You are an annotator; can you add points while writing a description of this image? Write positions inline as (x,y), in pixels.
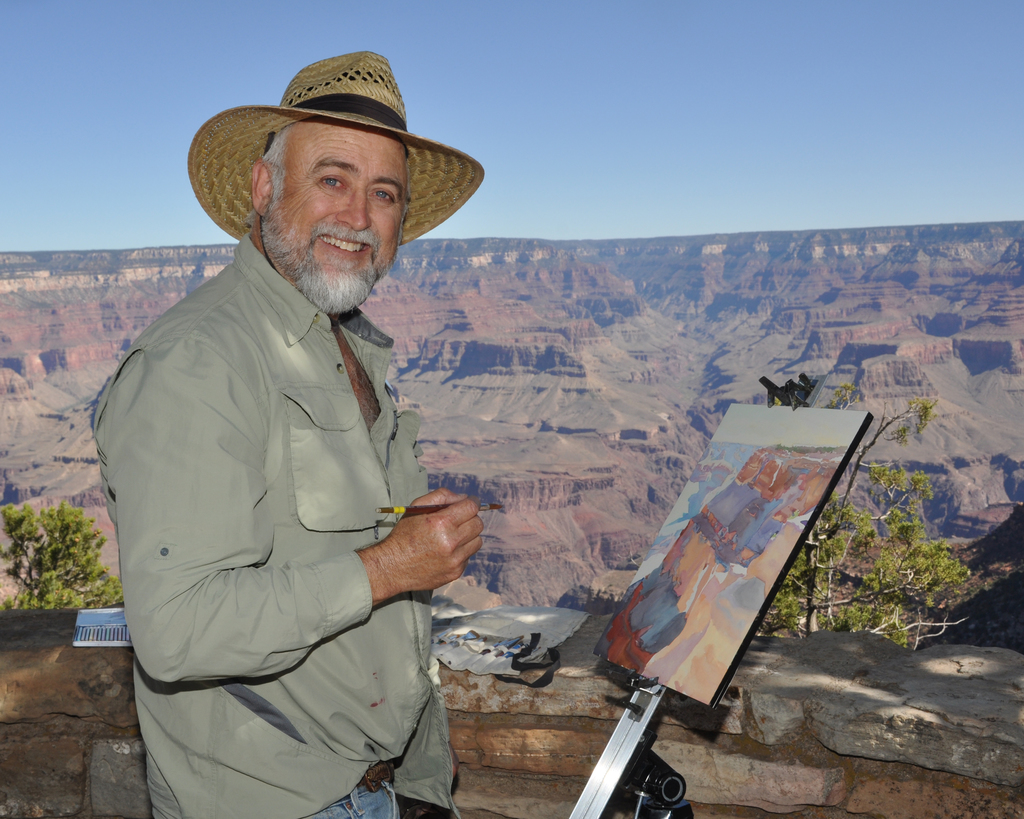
In this picture, we see a man (306,503) in the grey shirt (272,538) who is wearing a hat (375,106) is standing. He is smiling and he is posing for the photo. He is holding a painting brush (421,510) in his hand (406,571). In front of him, we see a painting board (688,547) on which the paintings (672,572) are drawn. Beside him, we see a stone wall (573,705) on which a book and a white sheet (442,645) containing the paint brushes (501,653) are placed. Beside that, we see the trees (52,543). There are hills (471,390) or the rocks (879,287) in the background (830,308). At the top (766,134), we see the sky (741,131).
